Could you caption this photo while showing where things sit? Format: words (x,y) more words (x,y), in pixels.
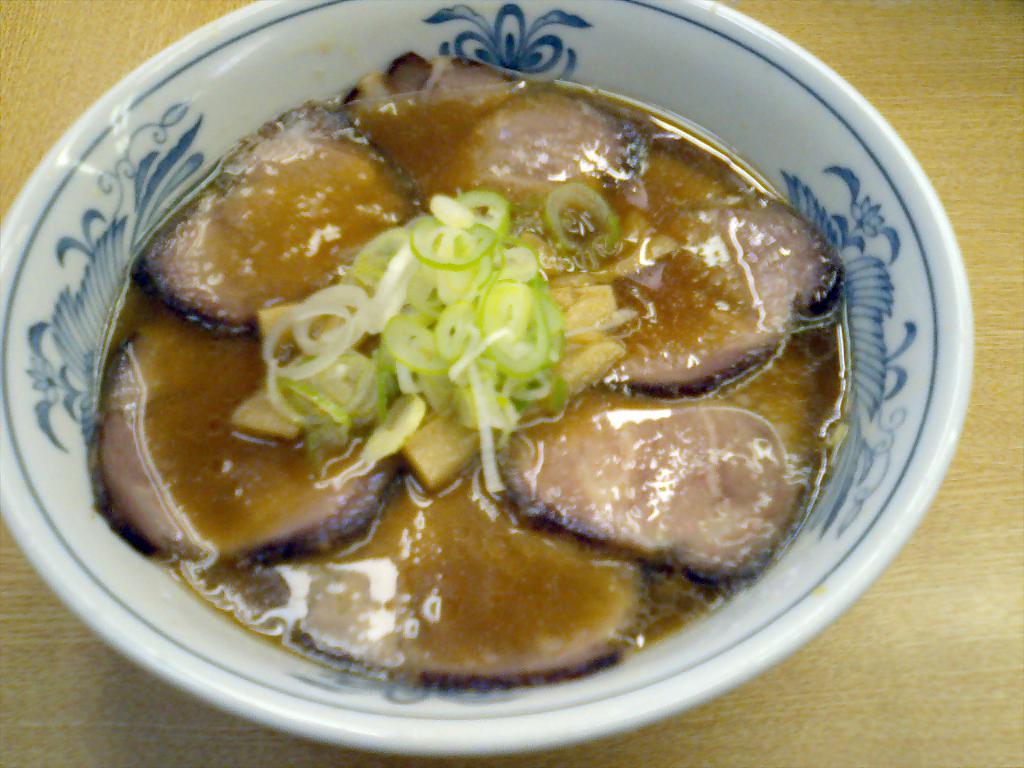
In this image I can see there are food items (486,313) in a bowl (18,451).
